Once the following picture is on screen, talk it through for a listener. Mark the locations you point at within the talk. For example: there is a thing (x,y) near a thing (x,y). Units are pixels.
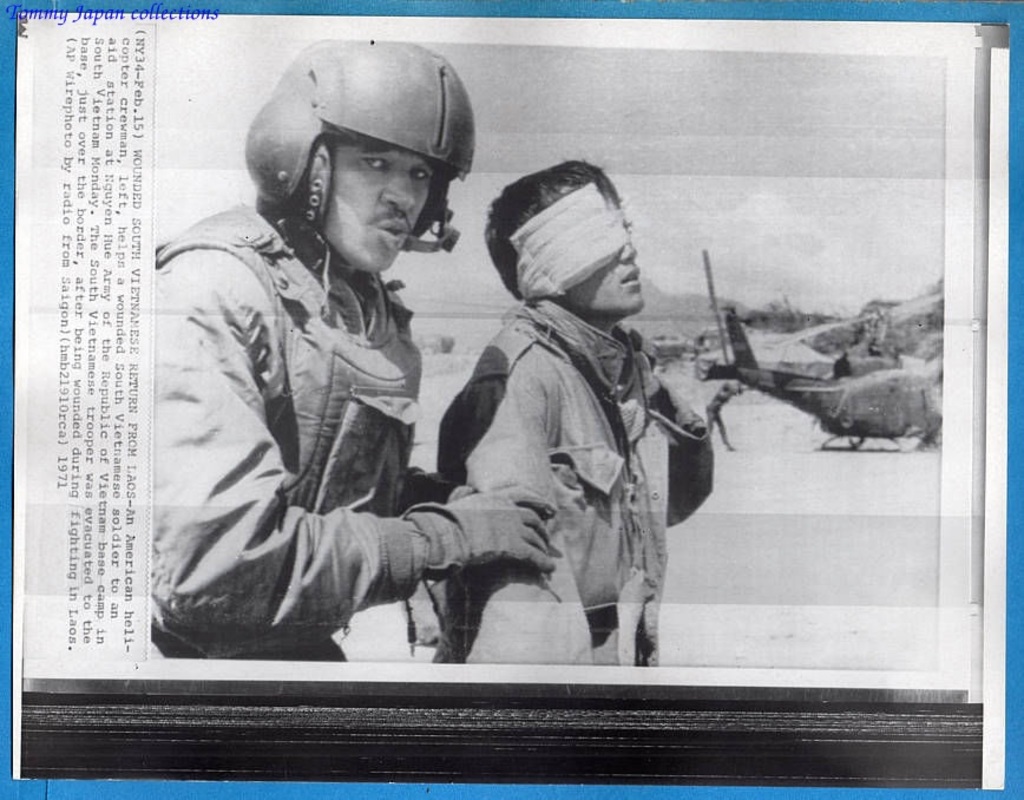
In the image we can see black and white picture. In it we can see two men (412,473) wearing clothes (420,500) and left side man (336,521) is wearing gloves (497,518) and a helmet (395,123). Here we can see the helicopter (878,402) and the sky (795,256). We can even see the text (81,385).
